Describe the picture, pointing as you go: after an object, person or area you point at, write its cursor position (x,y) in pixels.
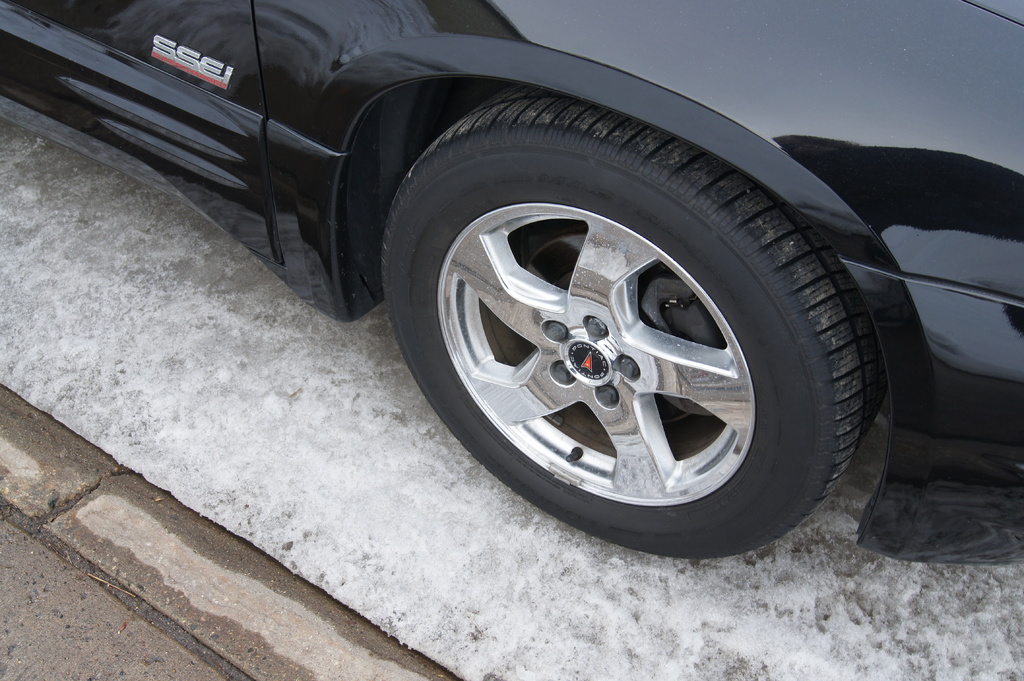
This image consists of a car (529,106) in black color. At the bottom (296,613), there is a road (280,637).
